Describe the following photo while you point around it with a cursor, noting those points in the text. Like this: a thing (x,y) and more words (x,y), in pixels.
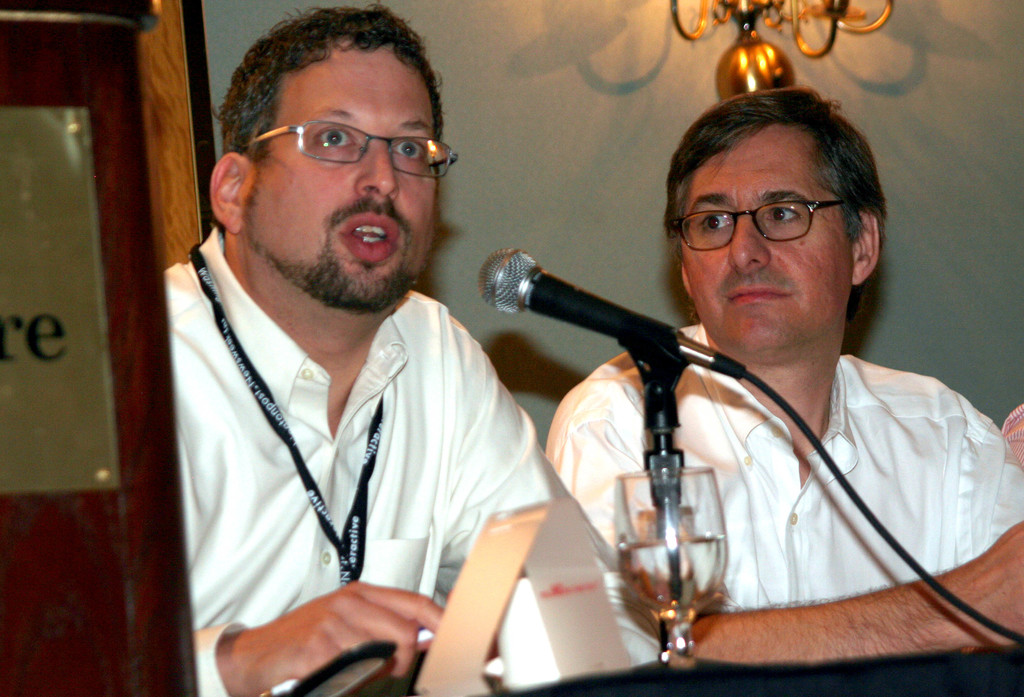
In the middle of the picture (345,428) we can see two persons (406,499). In the foreground (608,592) we can see mic (627,329), cable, stand (674,582), glass (681,556), table (852,669) and other objects (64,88). On the left (29,129) there is a board (52,269), on the board (47,216) there is text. In the background (568,80) we can see wall (892,43) and another object (750,47).
